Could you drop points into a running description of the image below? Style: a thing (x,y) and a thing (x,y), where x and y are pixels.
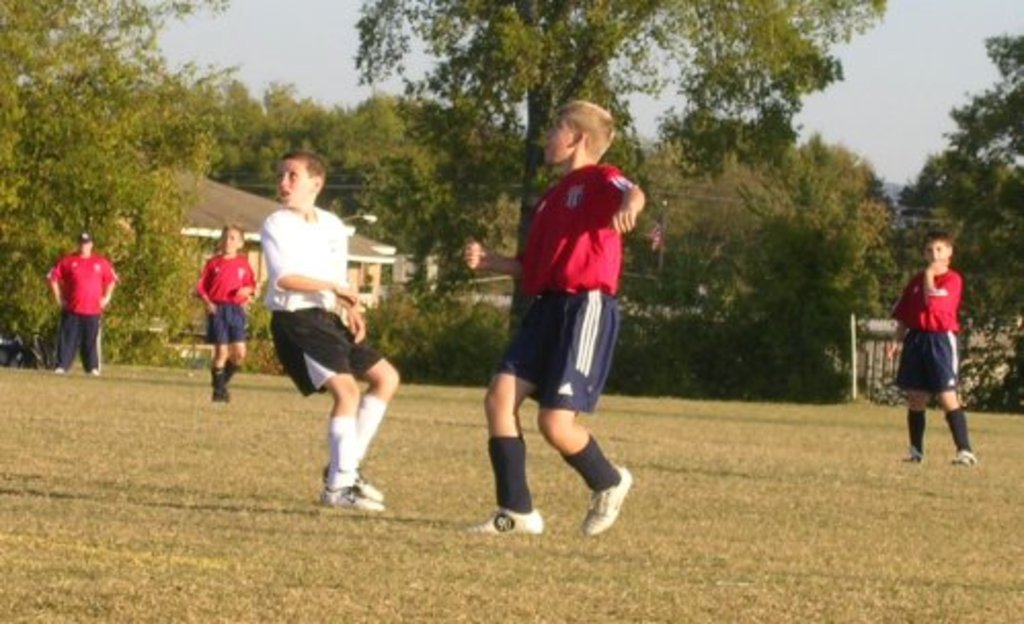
In this image in the center (369,376) there are some boys (914,333) who are standing, it seems that they are playing something. And on the left side (74,308) there is one man (82,330) who is standing, at the bottom (138,522) there is grass (816,435). In the background (786,225) there are some trees (385,227) and houses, on the top of the image (248,37) there is sky (869,63).
